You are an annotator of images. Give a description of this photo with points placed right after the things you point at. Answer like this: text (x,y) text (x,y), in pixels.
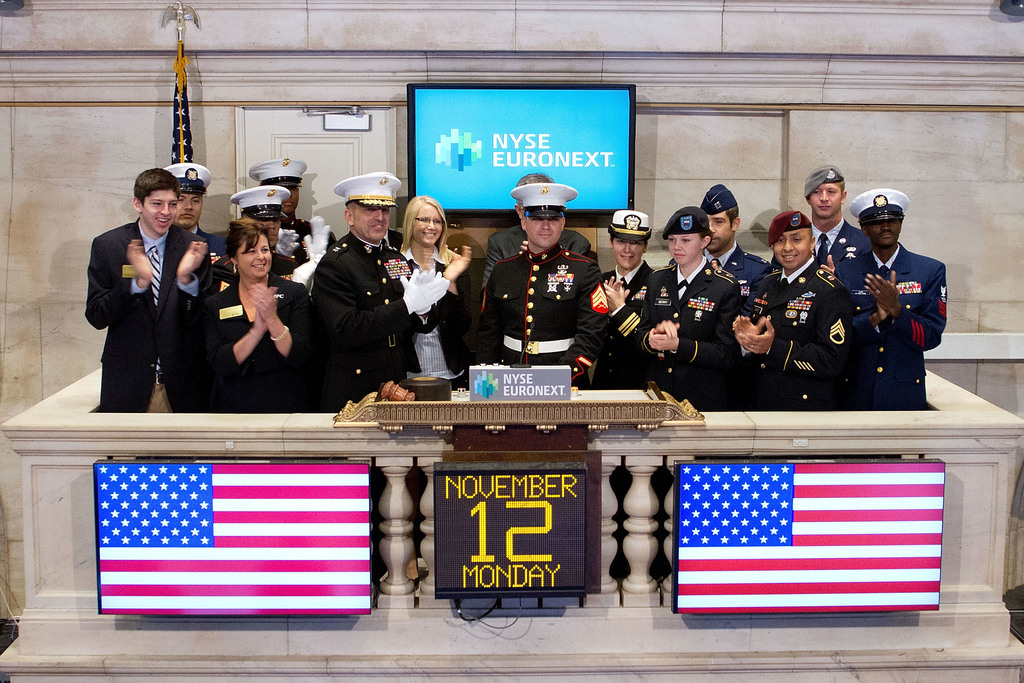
In this picture I can see few people (505,257) standing they wore caps (560,202) on their heads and i can see couple of television (760,553) displaying flag (736,530) on it and I can see a digital display of date (544,524) and I can see a television (485,169) on the back (511,174) to the wall (411,59) and I can see text (503,153) displaying on it and the flag (181,54) on the side and I can see a wall (133,102) on the back (159,138) and a box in the front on the table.
